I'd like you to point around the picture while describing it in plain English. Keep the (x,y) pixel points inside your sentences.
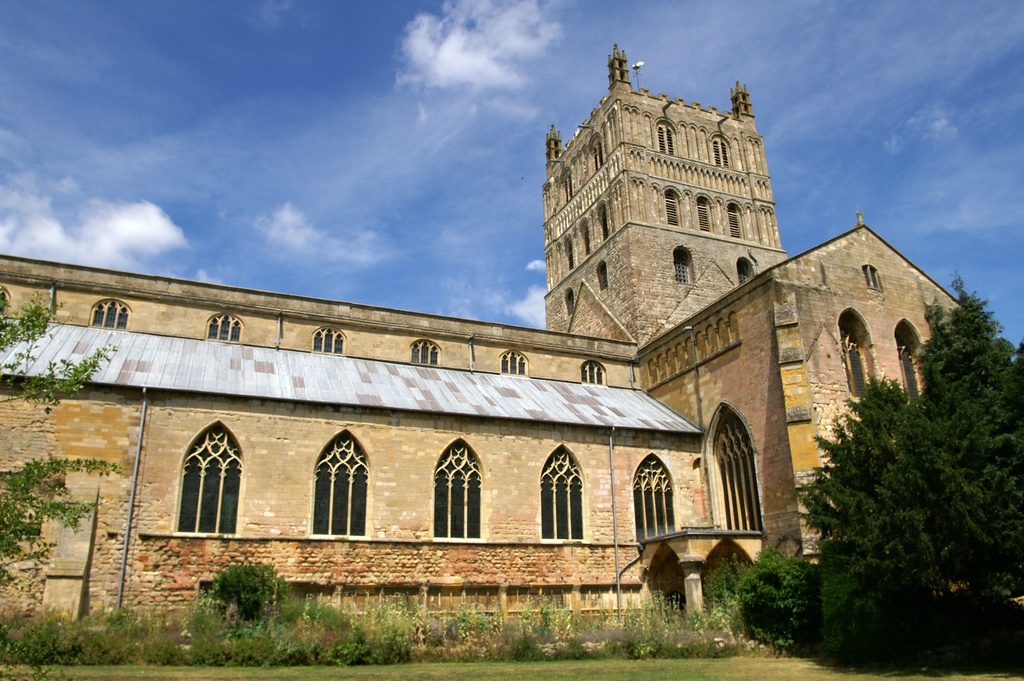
In this picture we can see a building (315,443), in front of the building (161,379) we can find few trees (52,381) and grass (326,674), in the background (484,271) we can see clouds (478,110).
